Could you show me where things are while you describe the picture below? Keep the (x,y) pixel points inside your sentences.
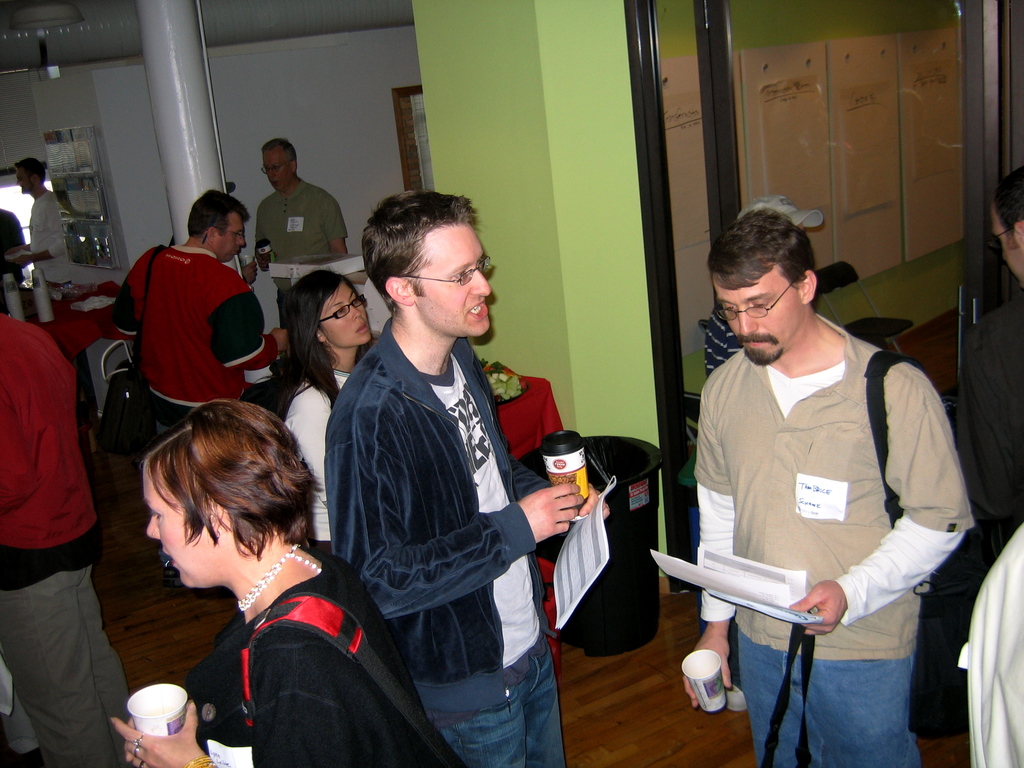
Here in this picture we can see number of people (251,351) standing and walking on the floor (666,619) over there and we can see some of them are carrying papers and coffee cups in their hands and some of them are carrying bags (245,656) on them also and in the middle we can see a pillar (165,64) present over there and on the right side (1014,111) we can see a door (938,202) present over there.
